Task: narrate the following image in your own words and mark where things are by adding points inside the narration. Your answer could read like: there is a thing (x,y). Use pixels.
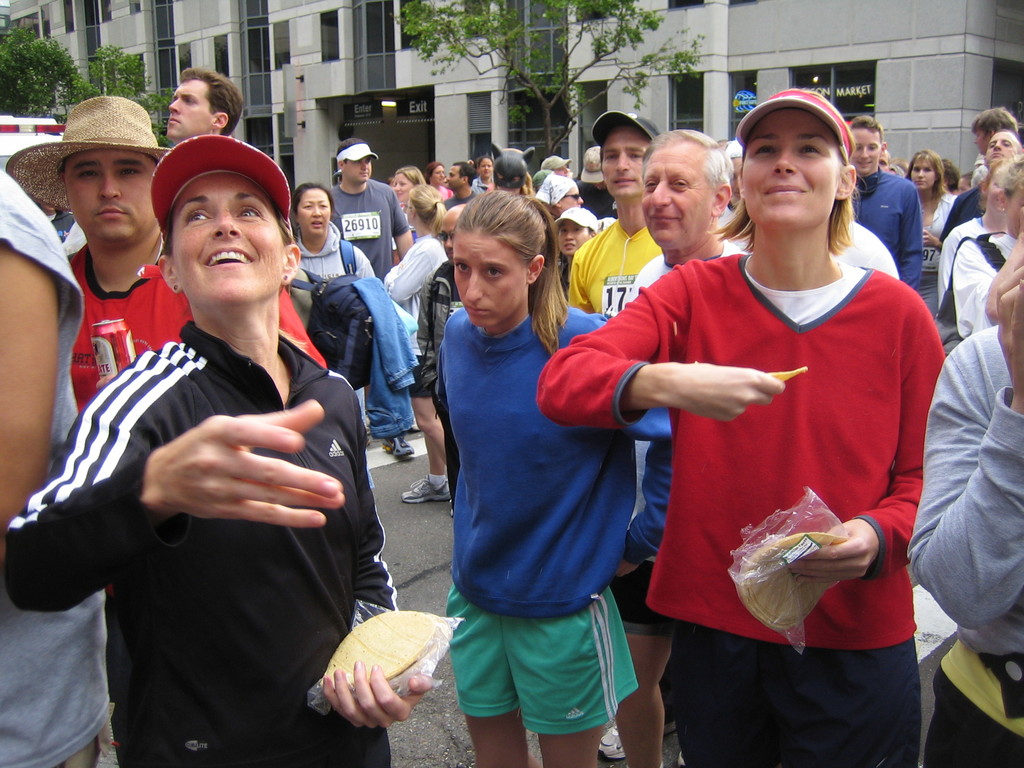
In this picture we can see a group of people (194,504) standing on the road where some are smiling, caps (57,145), bag (347,293), food items (801,538), trees (66,56), name boards (350,105), buildings (672,86), vehicle (29,126) and some objects (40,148).
